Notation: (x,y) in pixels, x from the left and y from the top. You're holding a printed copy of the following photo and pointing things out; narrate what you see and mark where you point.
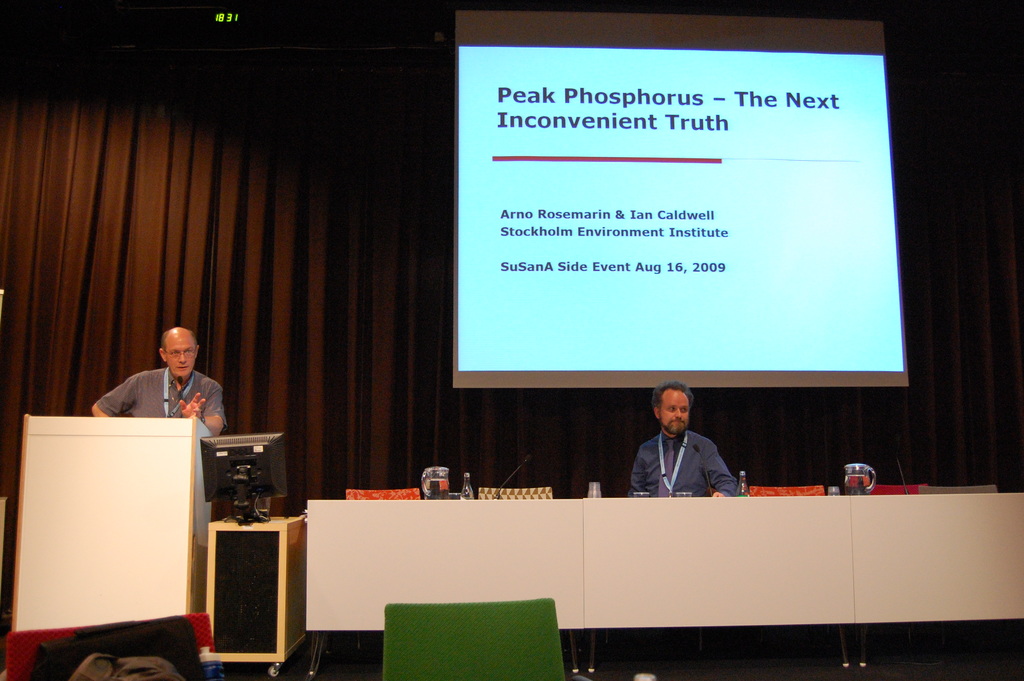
In this image we can see a person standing near a speaker stand (163,505) with a mic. We can also see a monitor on a cabinet (240,526) placed beside him. On the right side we can see a person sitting on a chair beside a table (642,568) containing some jars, bottles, glasses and some mics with stand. We can also see some empty chairs (471,626), a display screen (520,341) with some text (575,266) on it and a curtain (296,225).
